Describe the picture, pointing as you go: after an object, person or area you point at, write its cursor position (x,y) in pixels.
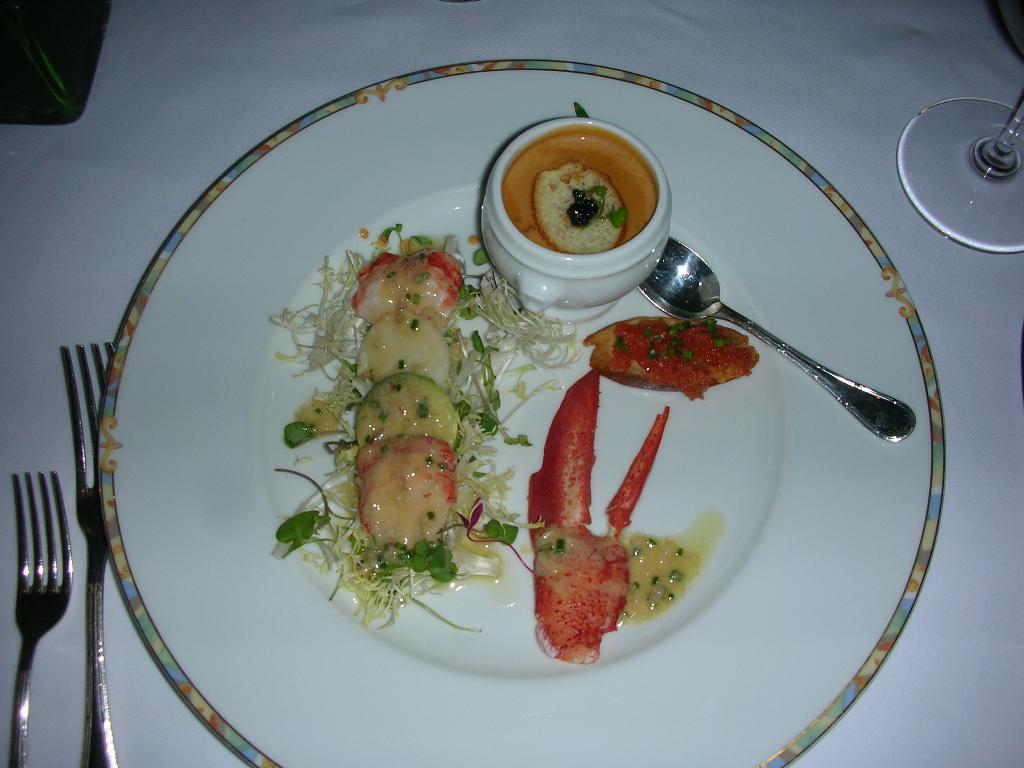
In the picture we can see some food item (577,423) and spoon (681,269) which are in white color plate (330,457) and we can see two forks (20,532), glass (951,133) which are on the surface (790,21) of a table (53,392).
